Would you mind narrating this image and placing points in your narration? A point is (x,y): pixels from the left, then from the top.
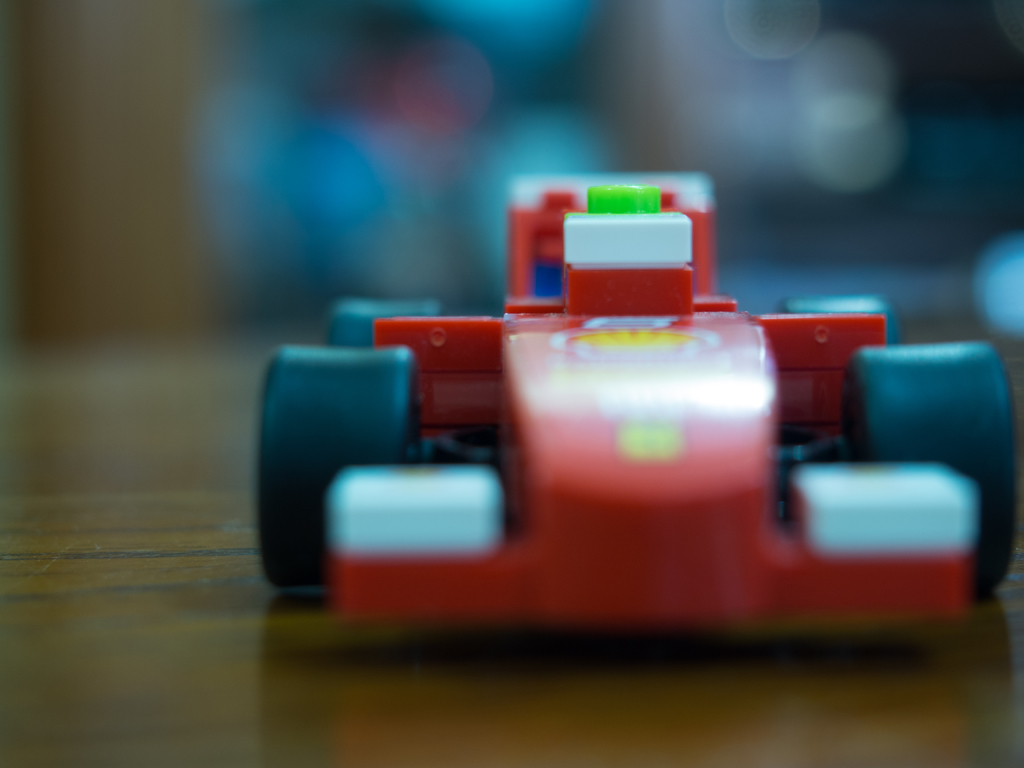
In this picture we observe a toy car (470,381) placed on the table (162,556) which is in brown color. The car (396,496) is in red and blue color. The background (892,152) is completely blurred.
